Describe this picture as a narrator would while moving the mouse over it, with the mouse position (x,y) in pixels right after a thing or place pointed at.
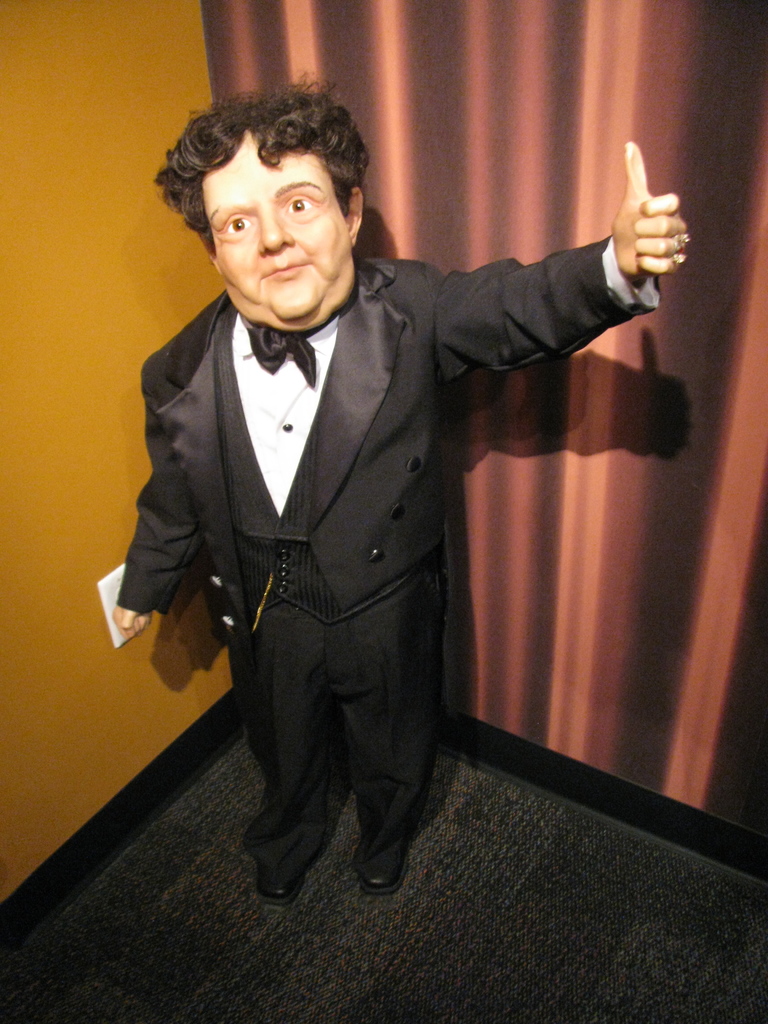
In this picture there is a statue (313,411) of a man (346,408). At the back (711,360) there is a wall (40,337) and there is a board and there is a curtain (518,12) on the wall (38,738). At the bottom (439,950) there is a mat (417,945) on the floor (409,882).
